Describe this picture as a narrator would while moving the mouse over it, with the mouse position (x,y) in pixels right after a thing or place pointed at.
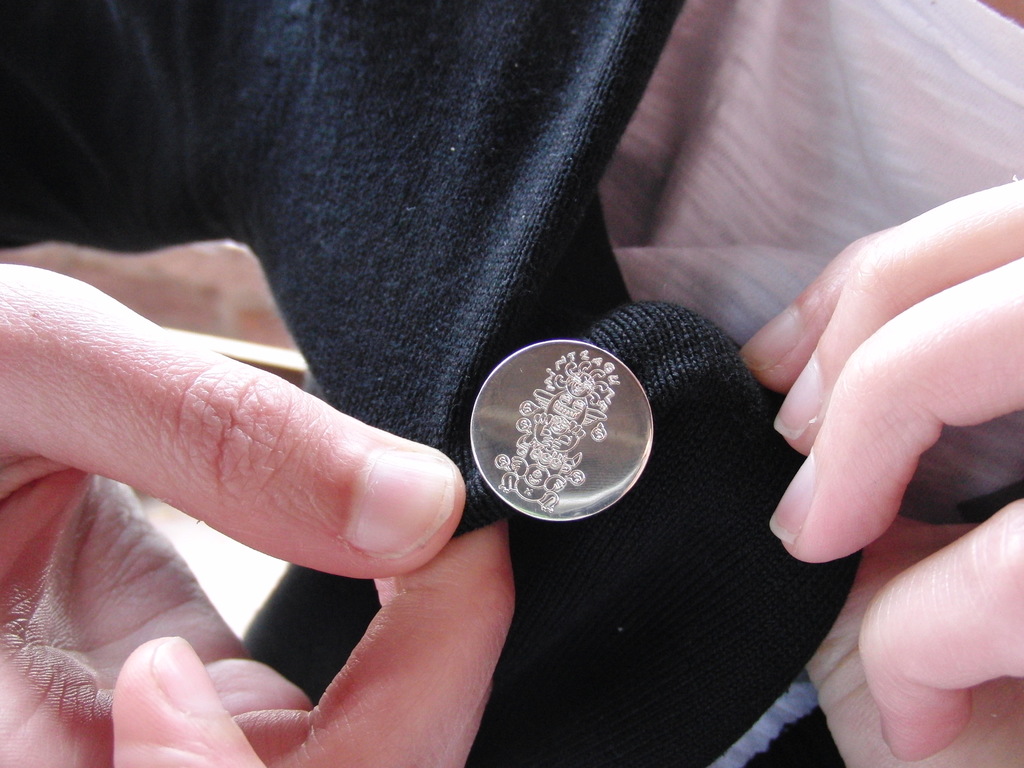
In this picture there is a person (380,609) holding the cloth (402,293) and there is a button (586,344) on the cloth (529,323) and the cloth (485,337) is in black and white color.
